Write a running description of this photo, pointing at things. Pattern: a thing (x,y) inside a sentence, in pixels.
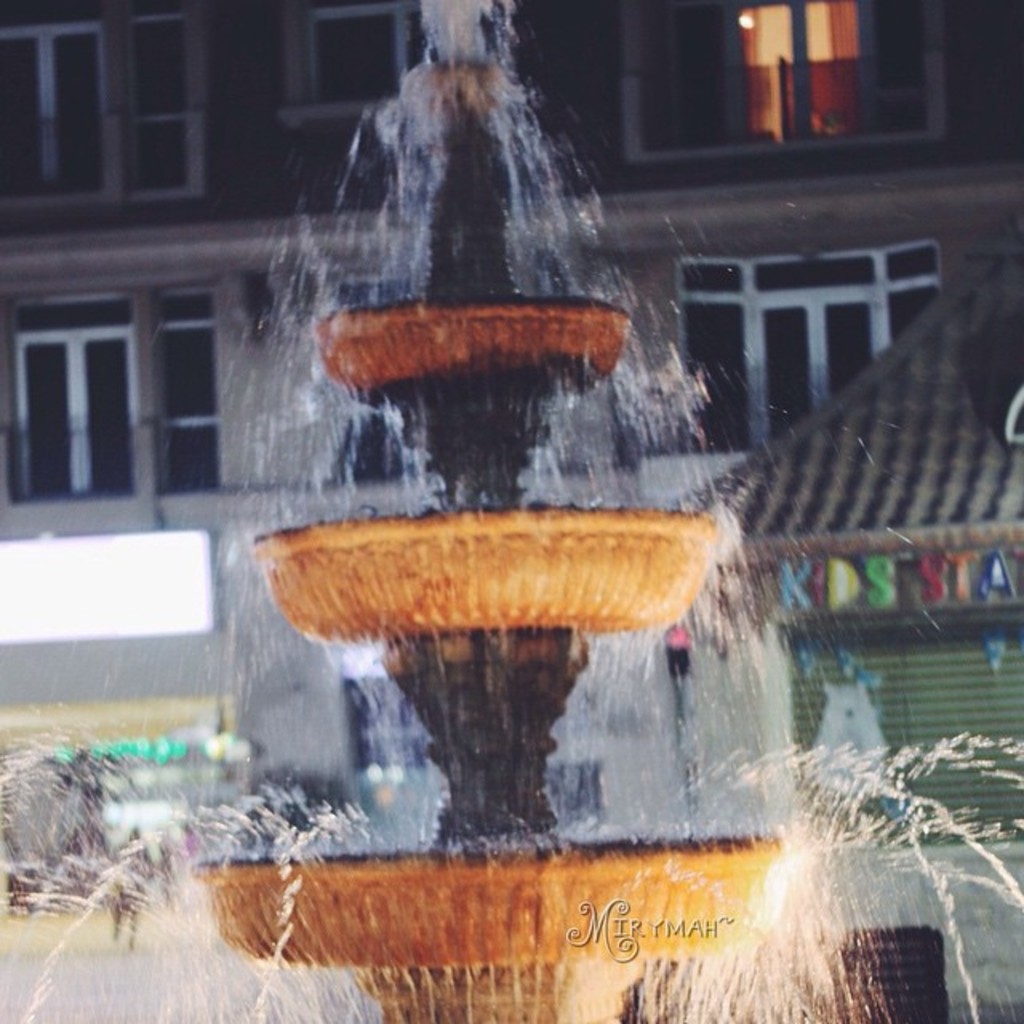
In front of the picture, we see the water fountain (645,690). On the right side (825,504), we see a building (917,619) in green color with a grey color roof (889,515). In the background (79,437), we see a grey color building (161,489). It has windows (193,339). This might be an edited image.
